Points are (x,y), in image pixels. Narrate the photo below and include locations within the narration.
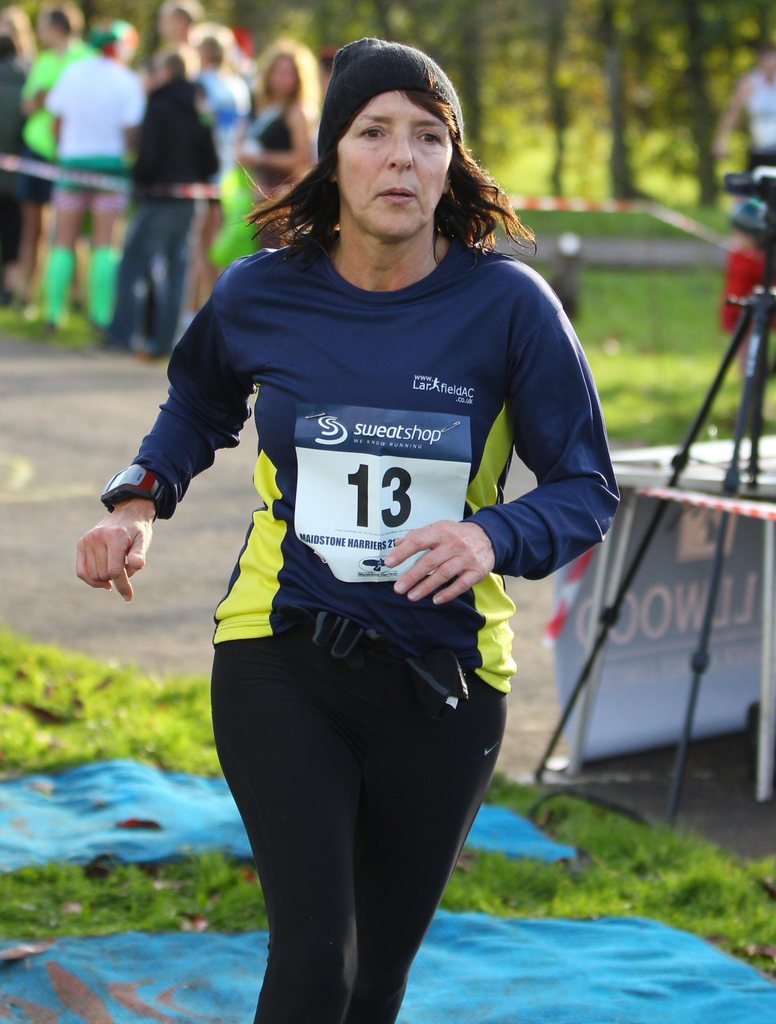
In the center of the image (344,667) we can see a woman (380,596) running. At the bottom (110,919) there is grass (149,892) and clothes (219,943). On the right (770,197) we can see a camera (759,183) placed on the stand (767,267). In the background (663,164) there are people (163,244) and trees (451,46).
